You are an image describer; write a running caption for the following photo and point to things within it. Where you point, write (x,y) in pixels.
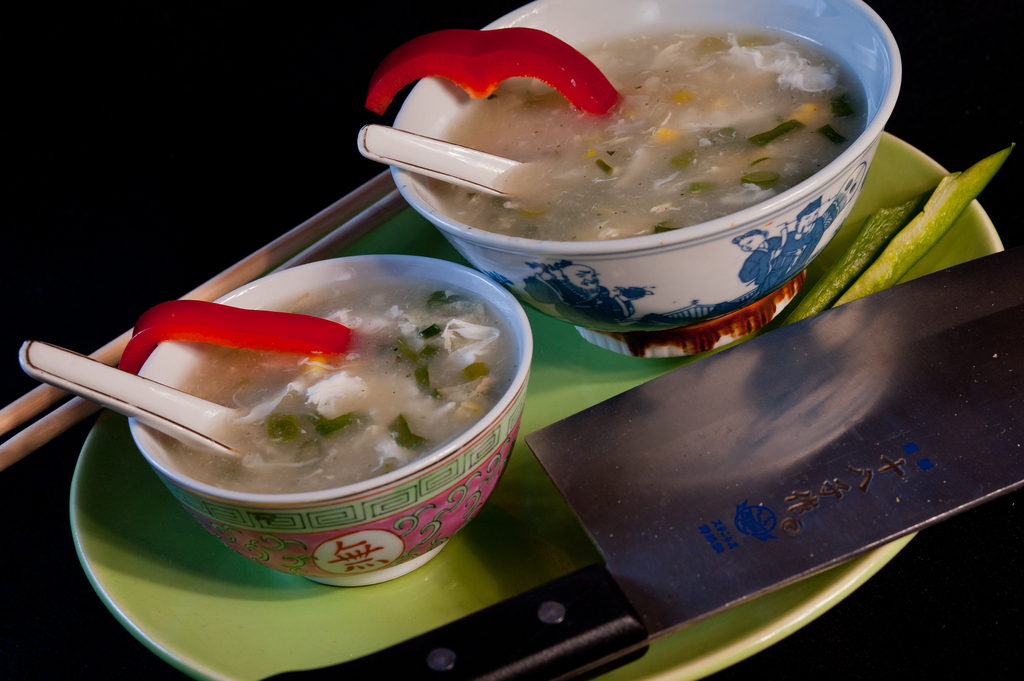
In the center of the image (668,355) we can see a plate (457,542). On the plate (335,647) we can see a knife (707,545) and bowls (741,283) which contains soup (468,418) with spoons (106,374). In the background (6,43), the image is dark.
